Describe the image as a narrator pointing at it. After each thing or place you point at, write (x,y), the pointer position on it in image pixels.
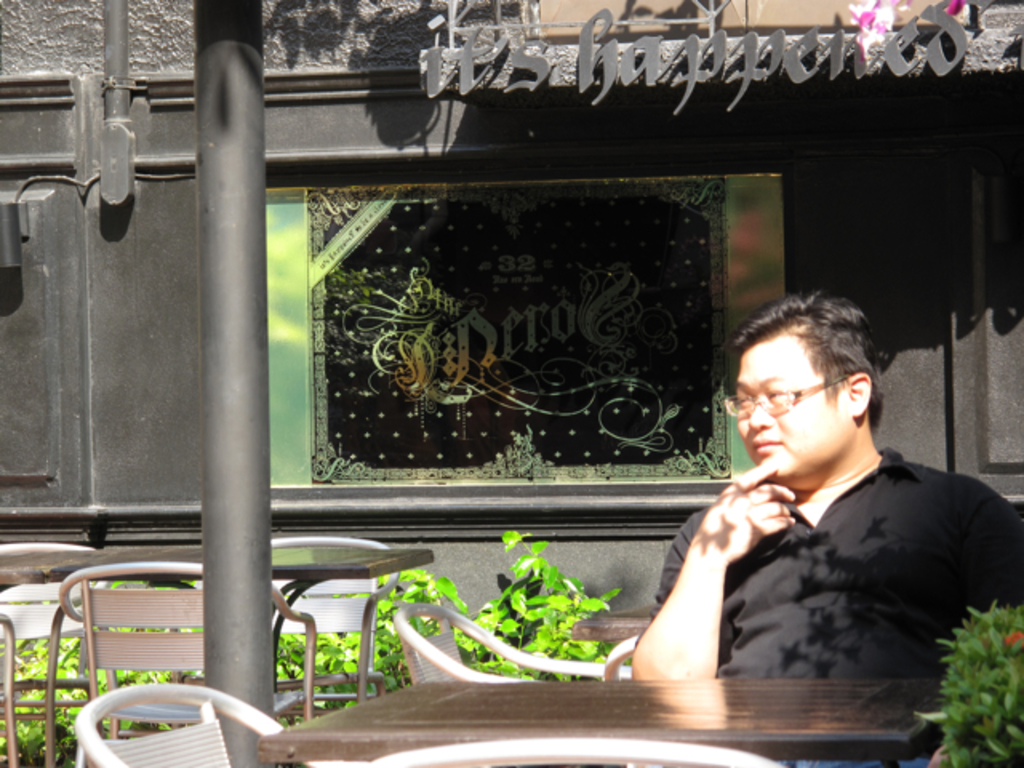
At the bottom of the image (611,698) there is a table (636,719) and also there are chairs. Behind the table (602,730) there is a man (936,667) with spectacles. He is sitting on the chair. And also there are tables (46,553) and chairs (152,693) in the background (17,563). There is a pole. In the background (158,412) there is a wall (160,379) with designer glass window (364,448) and there is a name (863,43) on the wall (830,74).
